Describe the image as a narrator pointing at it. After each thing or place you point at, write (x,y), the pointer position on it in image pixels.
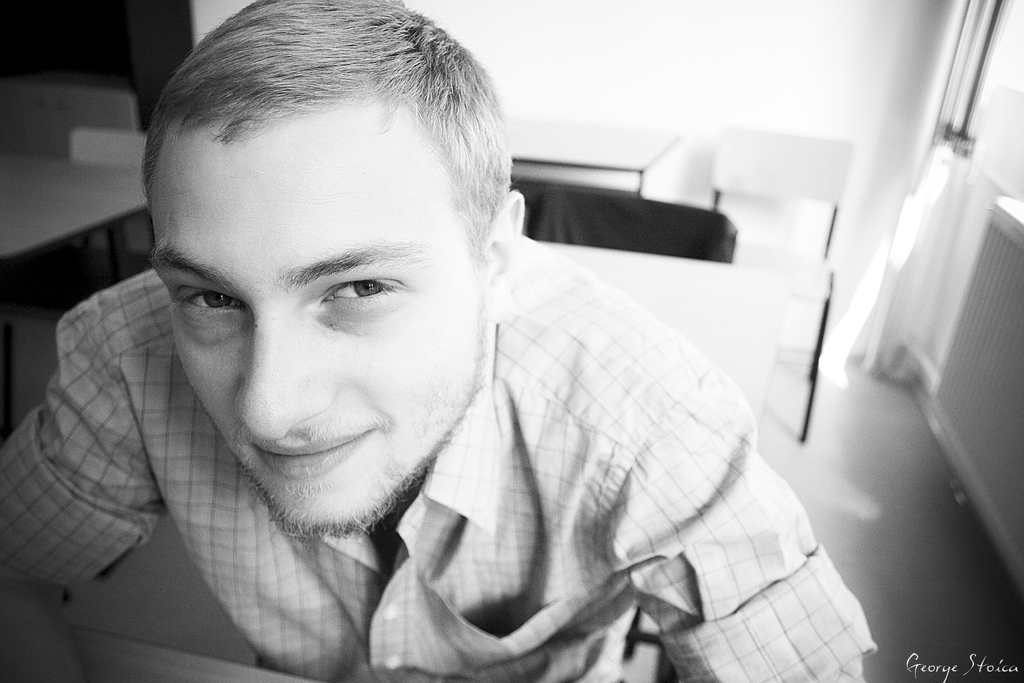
In this image I can see a man (376,429) and I can see he is wearing shirt (416,505). I can also see smile on his face (305,463) and I can see this image is black and white in colour. Here I can see watermark (991,671).
